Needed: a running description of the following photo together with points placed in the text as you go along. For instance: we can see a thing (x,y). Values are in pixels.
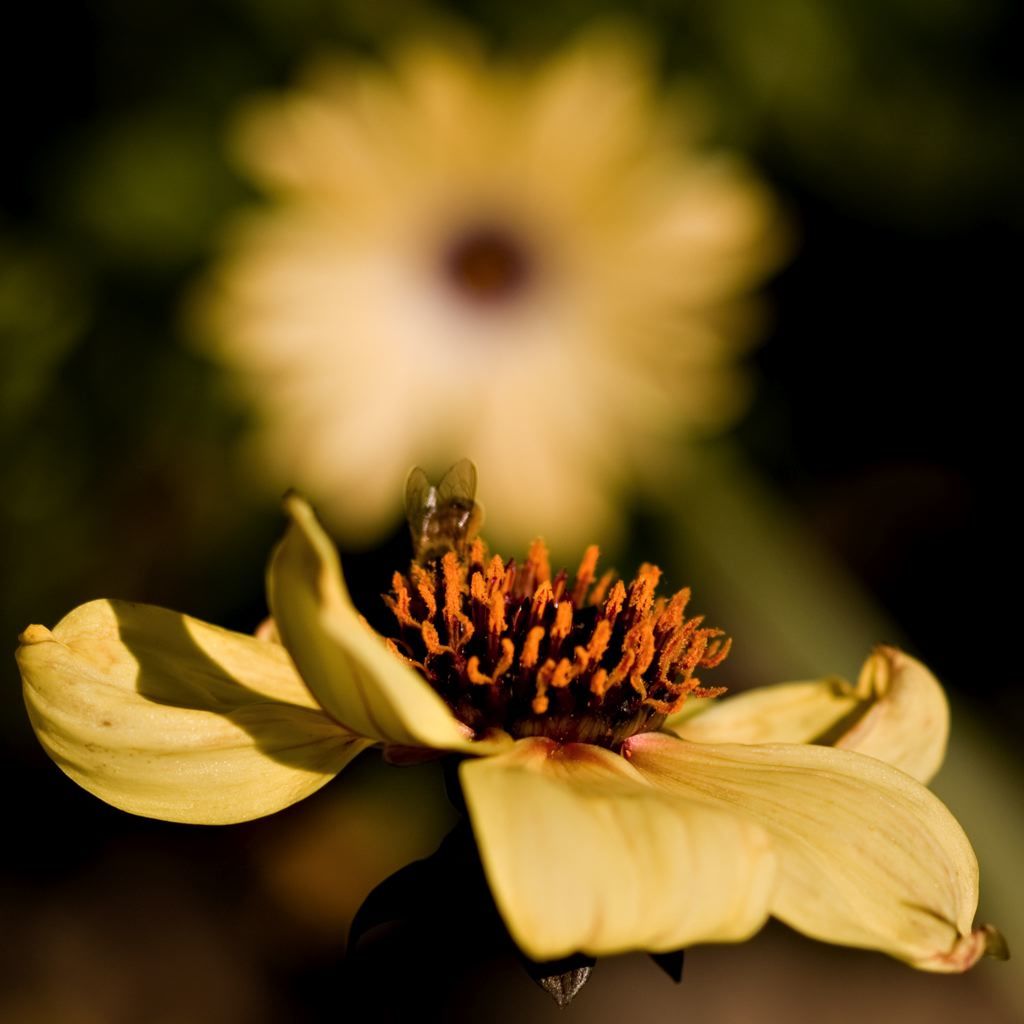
This image consist of a flower (579,787) which is in the front (470,734). And the background (502,276) is blurry.
